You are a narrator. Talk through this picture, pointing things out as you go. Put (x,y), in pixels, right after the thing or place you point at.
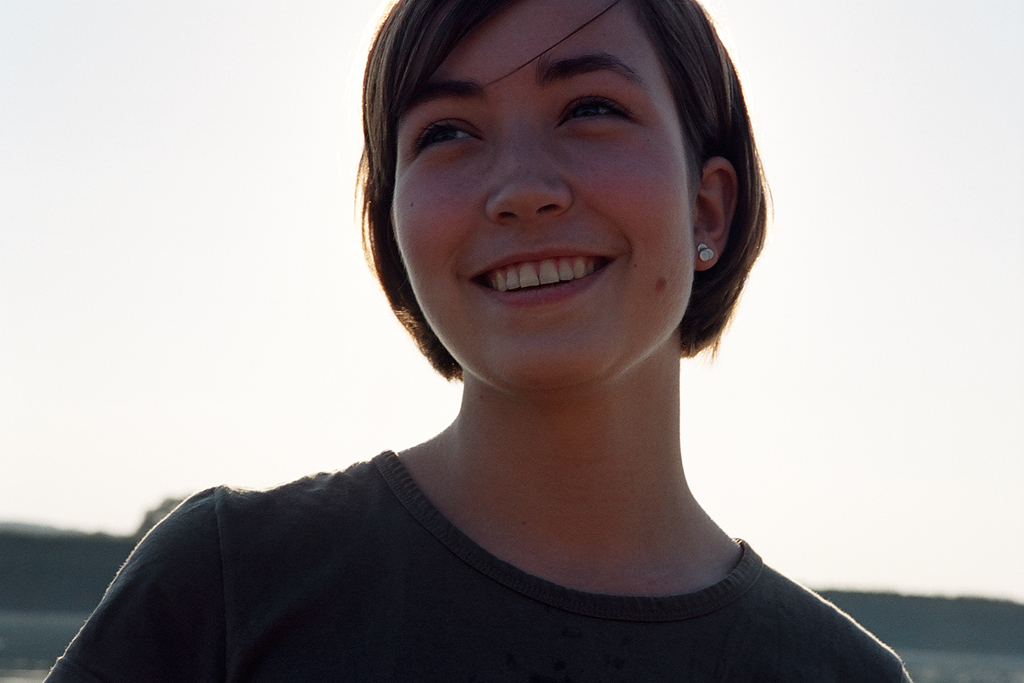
In this image, we can see a person (701,276) wearing clothes (314,545). In the background (152,421), image is blurred.
